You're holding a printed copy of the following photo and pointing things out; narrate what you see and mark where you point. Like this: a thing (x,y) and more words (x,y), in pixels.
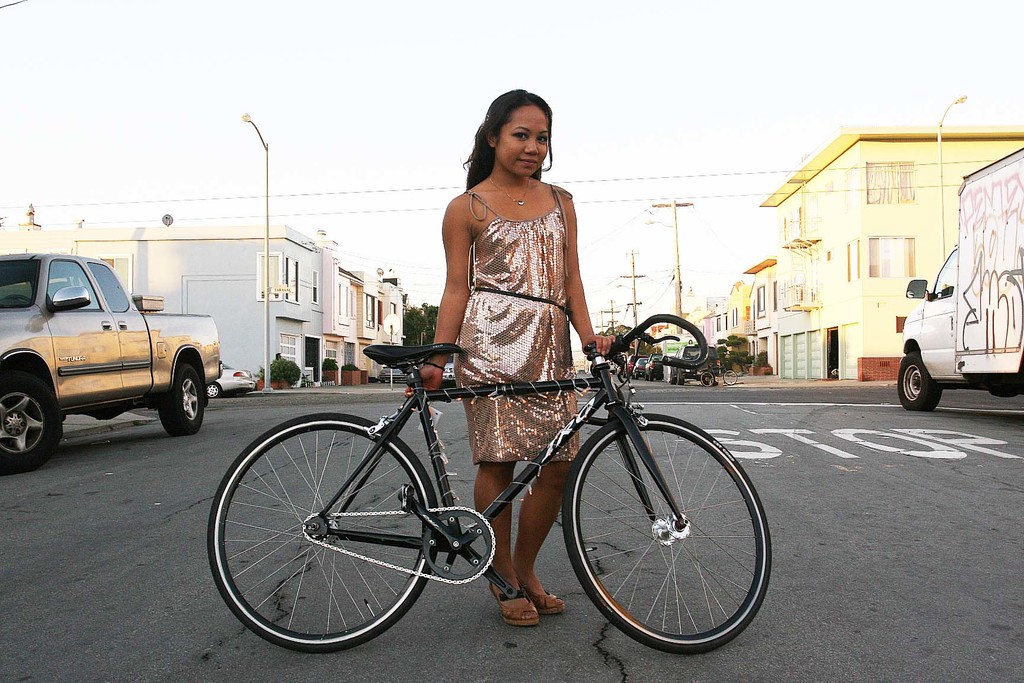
In this image, at the middle (647,439) we can see a bicycle (602,490), there is a woman (432,363), she is standing and holding a bicycle (518,389), at the left side (49,391) there is a car (59,339), at the right side (944,317) there is a white color van (946,331), in the background (832,316) there are some buildings (860,278), at the top (387,59) there is a sky (689,172).
